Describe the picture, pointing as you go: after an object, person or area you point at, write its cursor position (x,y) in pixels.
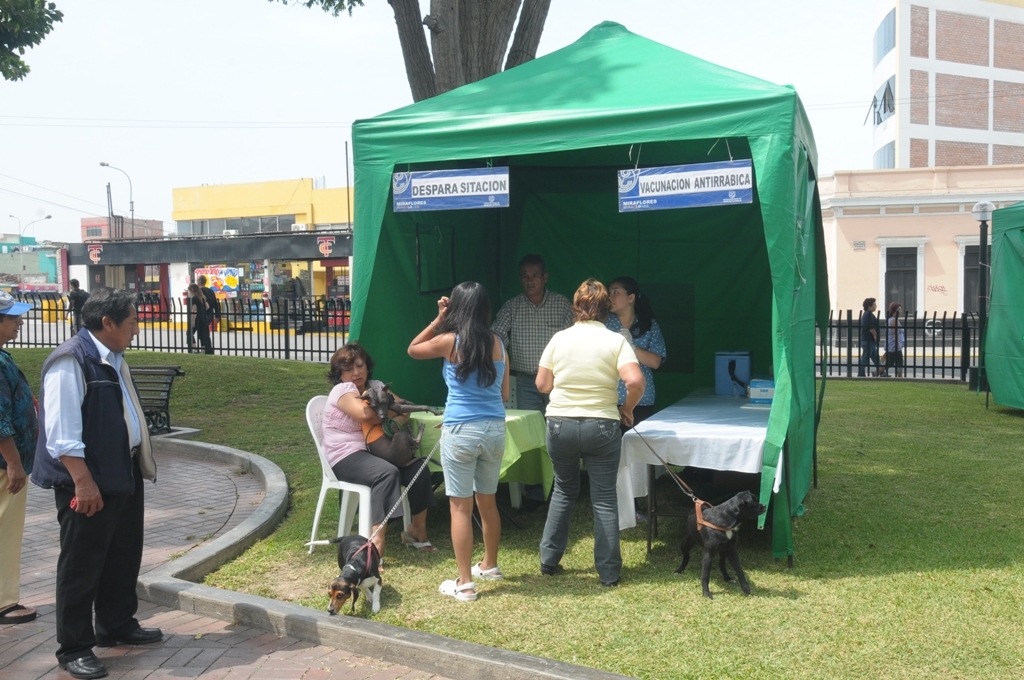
Here we can see a woman (597,352) standing on the ground (824,426) holding the dog (689,547) in her hand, and here a woman (402,477) sitting on the chair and holding dog (390,398) in her hand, and here is the table (713,398) and some objects (769,386) on it, and here is the tent (741,158), and here is the tree (452,57), and here is the fencing (289,321) and at above here is the sky (246,84), and here is the building (238,237).
